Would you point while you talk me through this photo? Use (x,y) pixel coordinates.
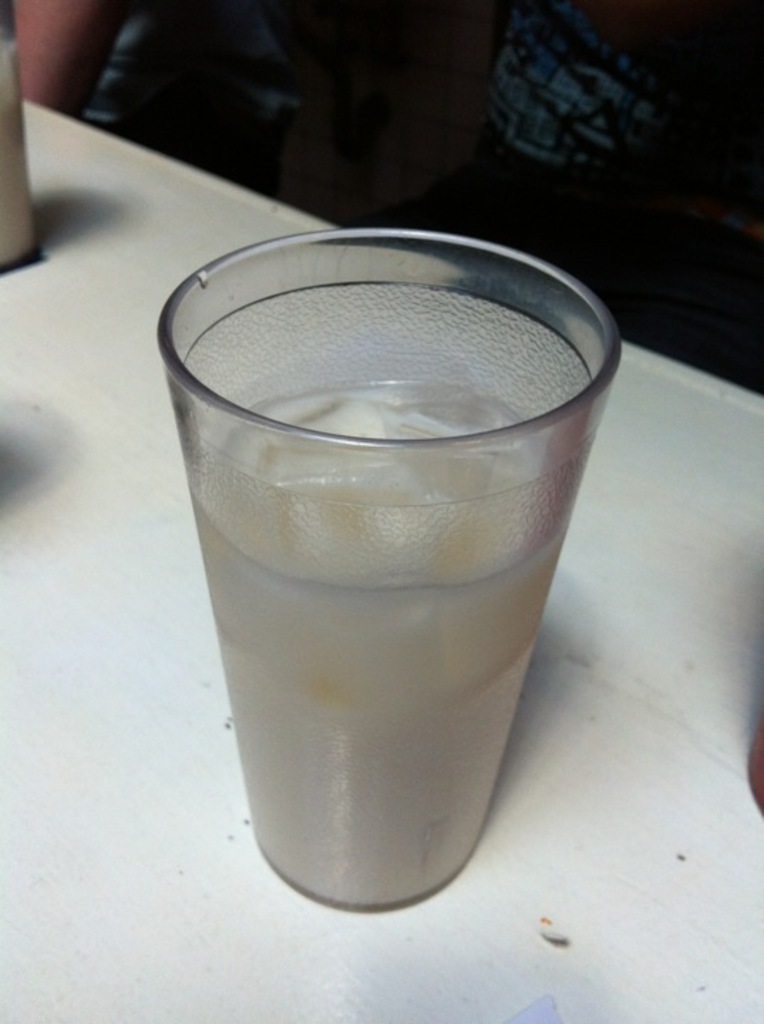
In this image I can see a glass (348,679) with a liquid (315,792) on a table (105,996).
